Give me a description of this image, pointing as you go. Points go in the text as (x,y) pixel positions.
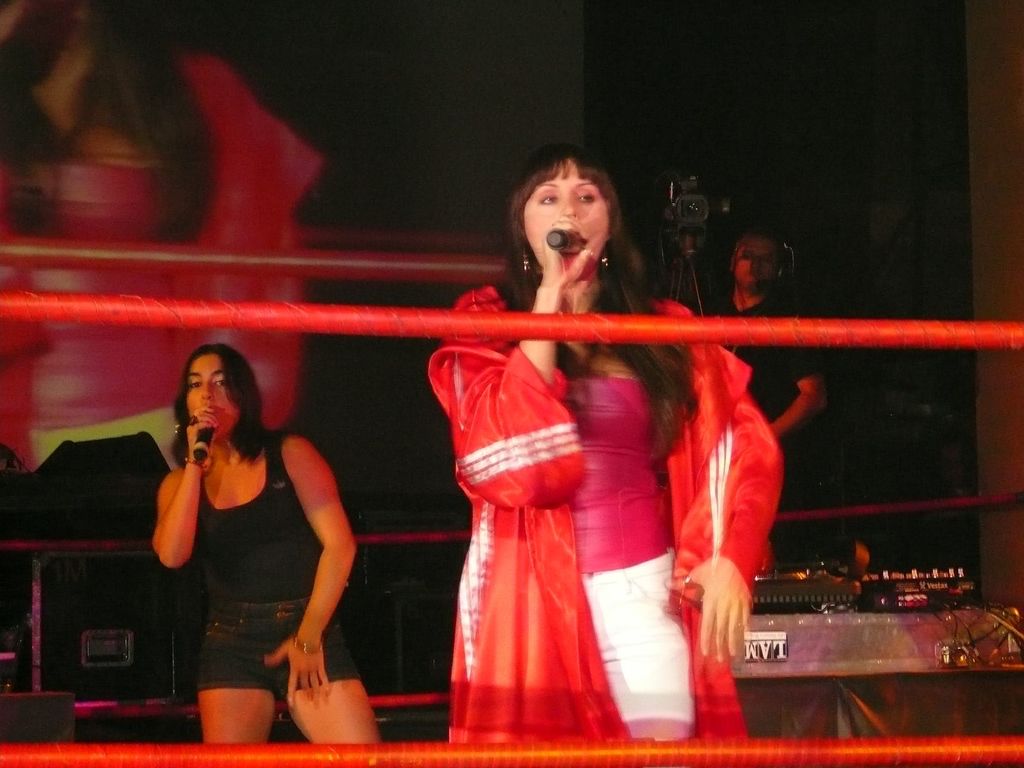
In this image I can see three people (675,445) with different color dresses (464,422). I can see two people (459,355) holding the mic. In the background (693,219) I can see the camera (699,200) and the screen (282,378). There are the red color rods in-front of these people (596,581). To the side there is a music system (900,611).
